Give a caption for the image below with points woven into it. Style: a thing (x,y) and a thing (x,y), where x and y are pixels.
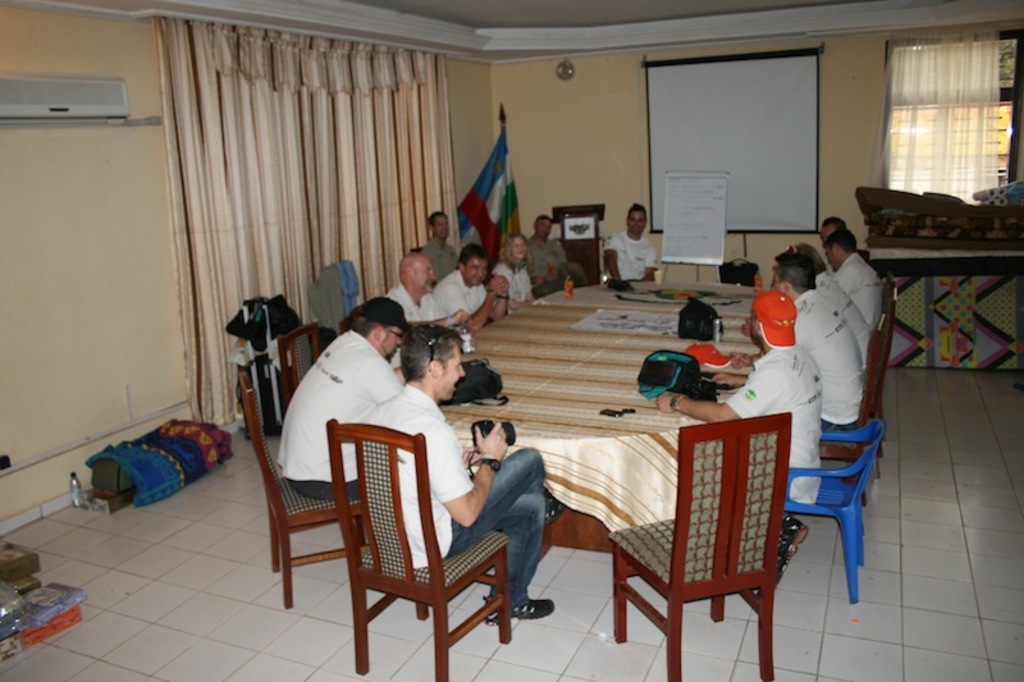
In the picture we can see a set of people (490,293) sitting on the chairs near the table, on the table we can find a tablecloth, some bags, mobiles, a paper (630,322) with picture (616,326), and painting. In the background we can find a board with some information on it and a screen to the wall (531,177) and we can also find a air cooler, just beside to it there is a curtain (354,232), and on the floor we can see some bags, bottle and books (74,590).
